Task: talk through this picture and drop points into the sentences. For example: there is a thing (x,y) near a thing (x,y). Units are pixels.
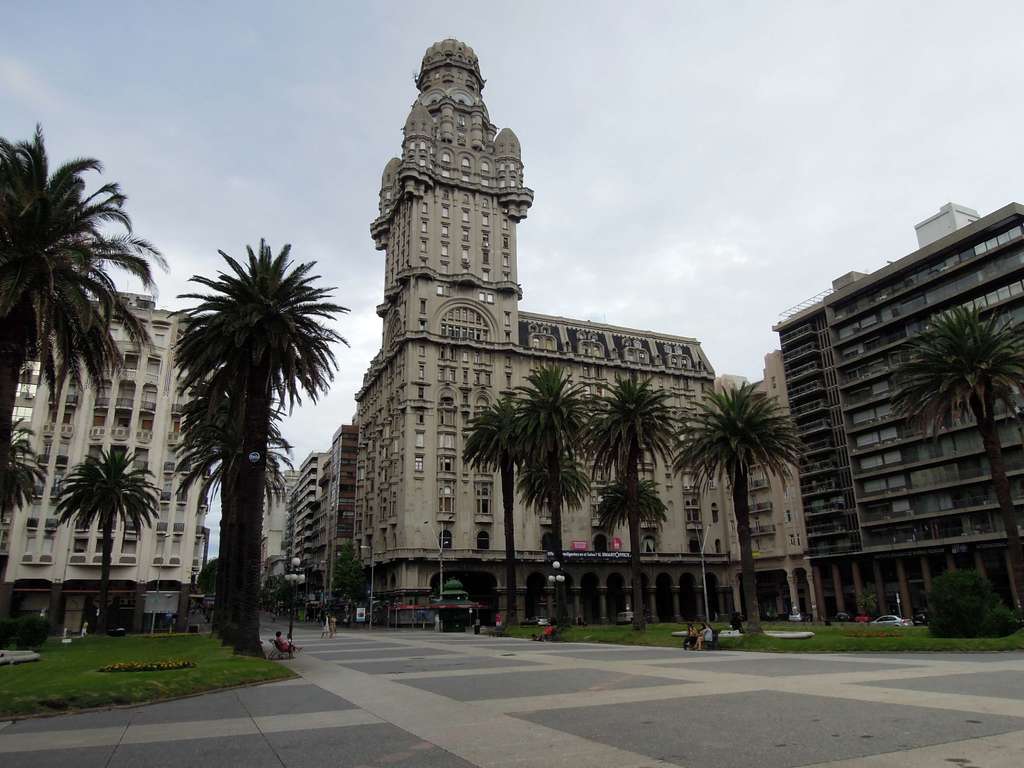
In this image we can see walkway (512,679), through which some persons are walking and some are sitting on benches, we can see some grass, trees (342,564), vehicles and in the background of the image (606,391) there are some buildings (419,379) and cloudy sky (385,115).
